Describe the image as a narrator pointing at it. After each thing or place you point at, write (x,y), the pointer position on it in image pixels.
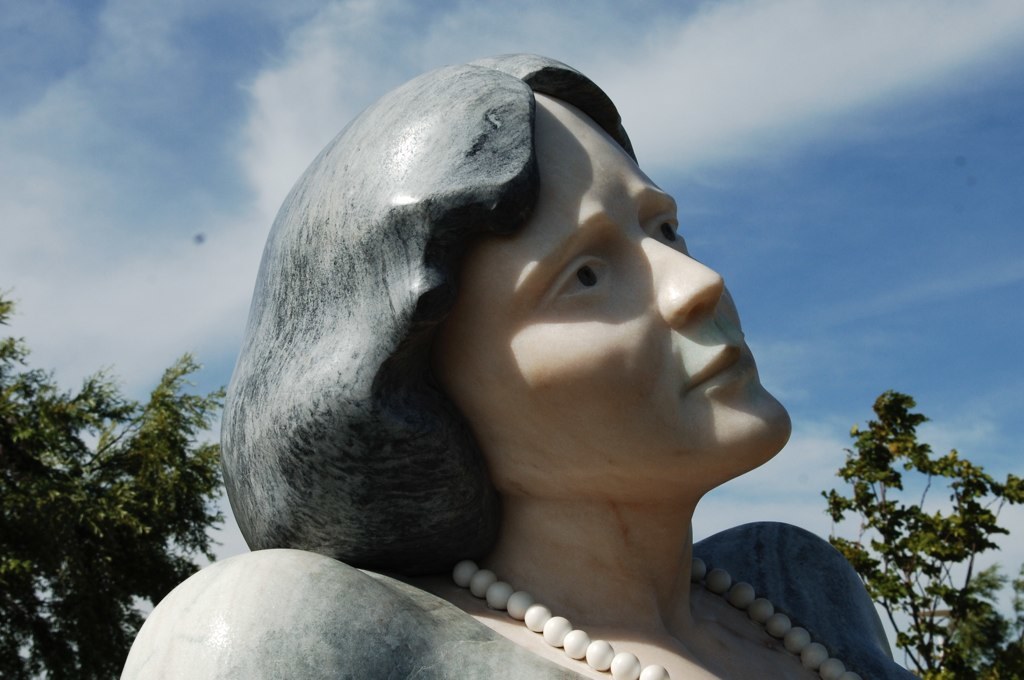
In this image I can see a statue (683,427) of a woman (576,562), at the back side (145,564) there are trees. At the top (232,135) it is the cloudy sky (232,135).
